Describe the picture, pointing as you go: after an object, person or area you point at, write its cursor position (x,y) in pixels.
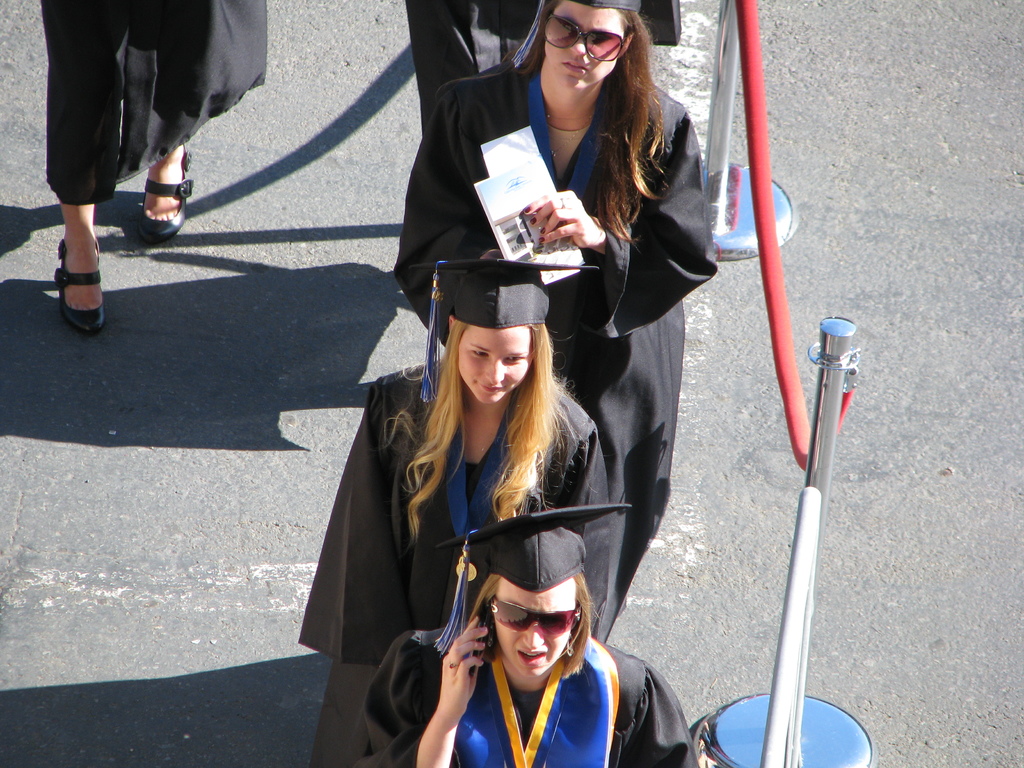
In this picture there are few women (547,213) wearing graduation dress (455,246) which is in black color.
